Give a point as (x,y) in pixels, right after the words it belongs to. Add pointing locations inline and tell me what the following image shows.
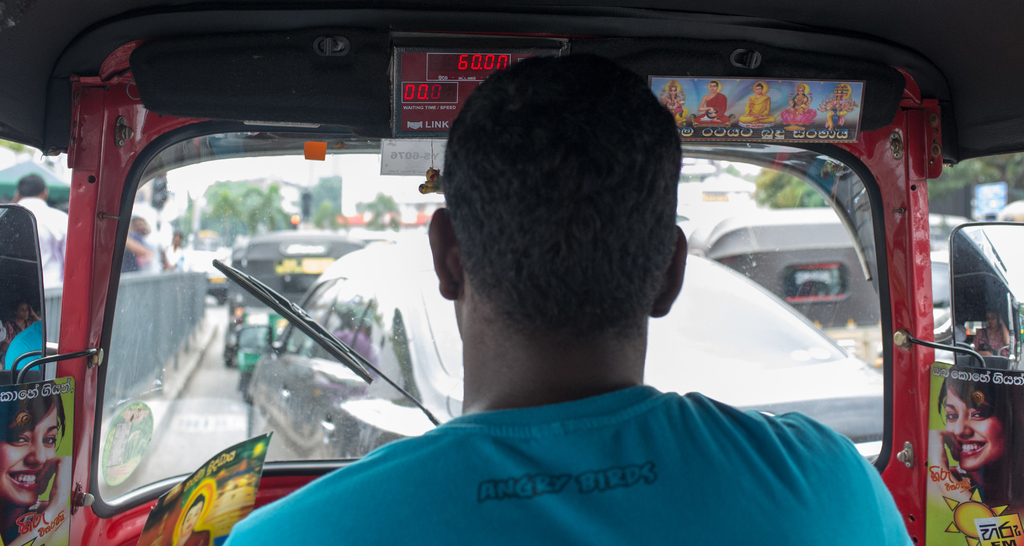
In the image we can see there is a person (538,365) sitting in the auto (120,239) and in front of him there are vehicles (356,339) parked on the road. There are people (44,237) standing on the footpath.
